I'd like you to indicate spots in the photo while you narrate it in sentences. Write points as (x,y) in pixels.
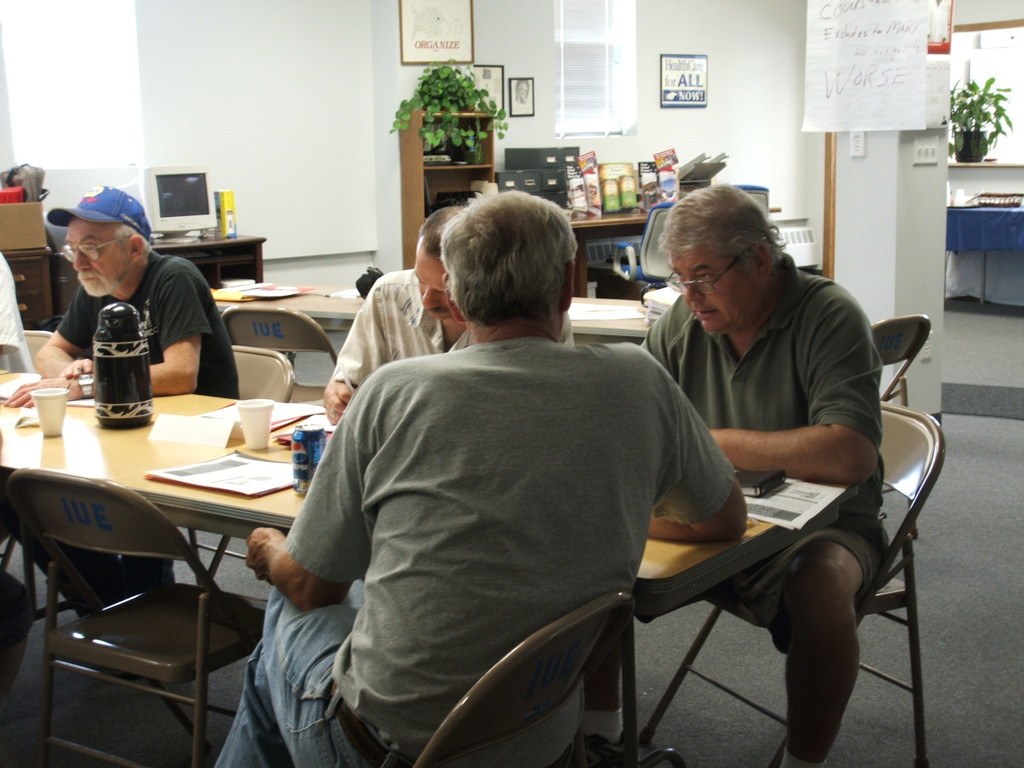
In this image I can see few persons (461,442) sitting on chairs (884,461) in front of a table (287,456), on the table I can see few books (272,461), few cups (264,412), a flask (113,404) and a coke tin (297,441). The person (173,369) sitting on the left corner (172,343) is wearing a hat (129,224). In the background (155,184) I can see a monitor (149,211), a plant (442,96), a cabinet (458,168). a table (607,213) and few objects (610,180) on the table (605,229), the wall (341,87), few photo frames (678,101), a window (587,104), few switch boards (862,135) and the floor (996,417).
